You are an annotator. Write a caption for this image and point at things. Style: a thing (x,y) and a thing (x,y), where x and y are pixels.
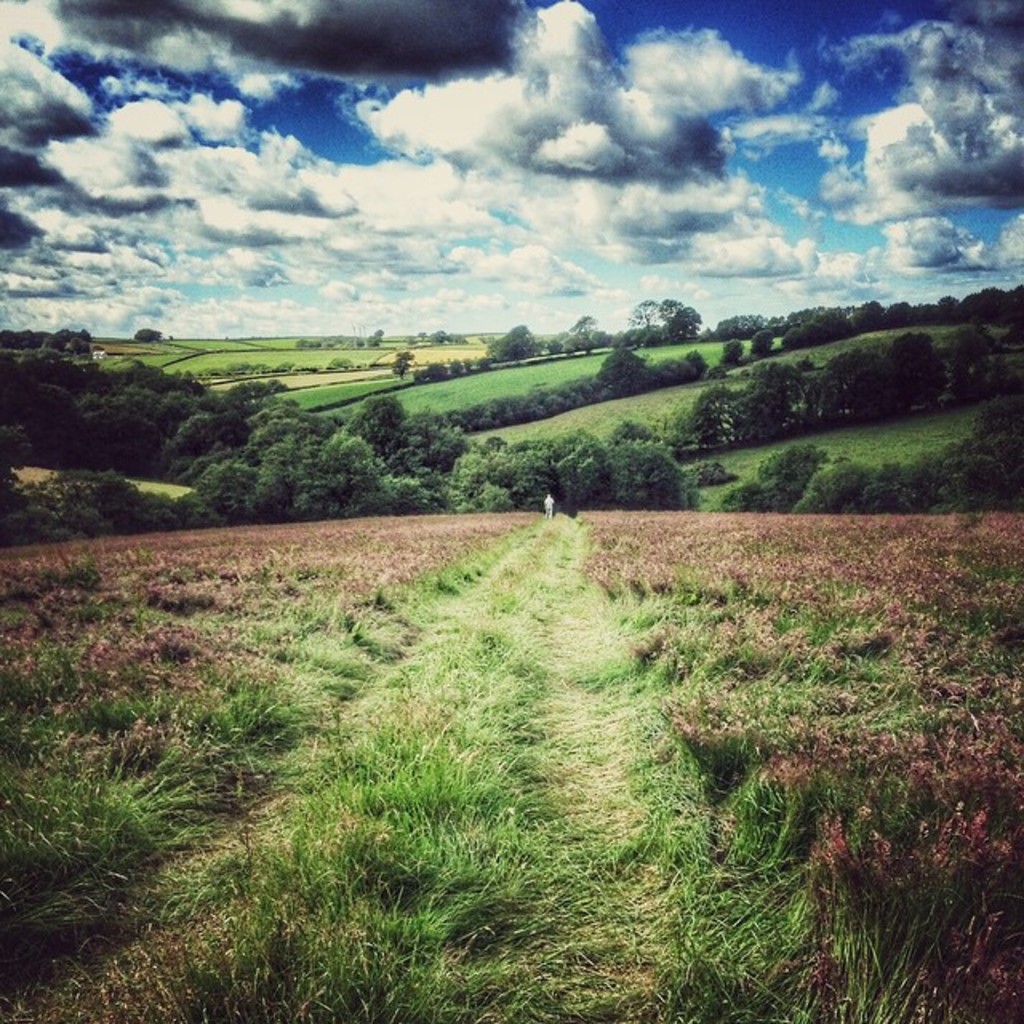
In this image I can see grass (545,528) in the front (648,932). There are trees (562,496) at the back (106,460) and a person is standing in the center (547,513). There are clouds (534,222) in the sky (459,171).
